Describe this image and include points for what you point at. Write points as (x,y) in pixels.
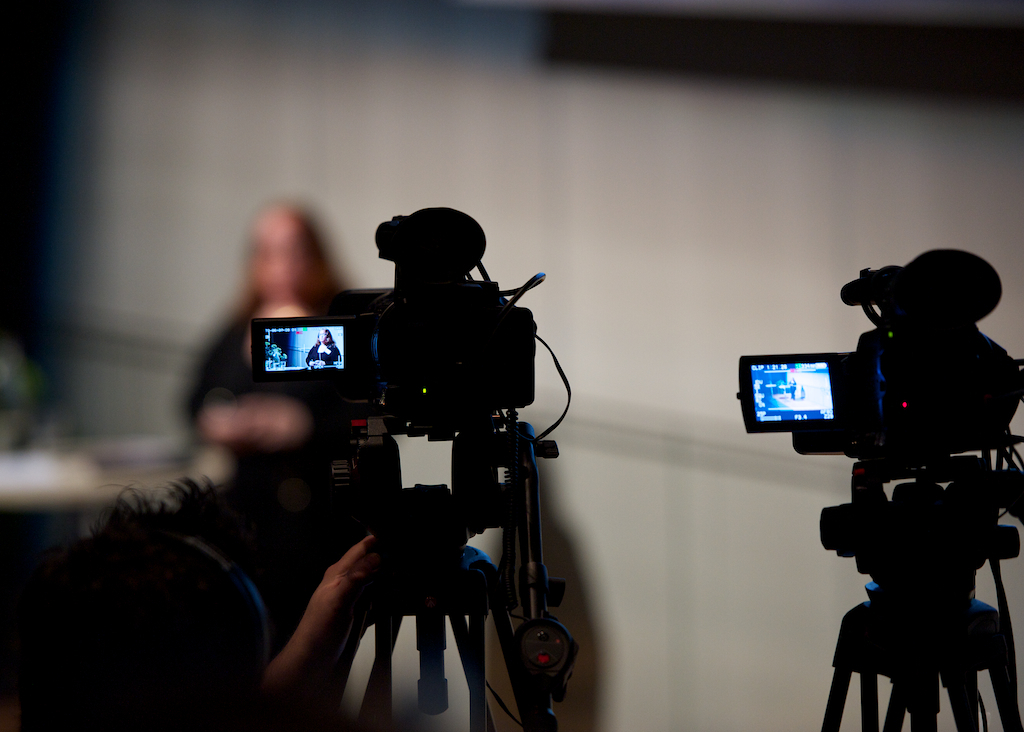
In this image we can see two cameras (429,409) on tripods (431,556). In the background (260,287) there is a woman (261,300).
